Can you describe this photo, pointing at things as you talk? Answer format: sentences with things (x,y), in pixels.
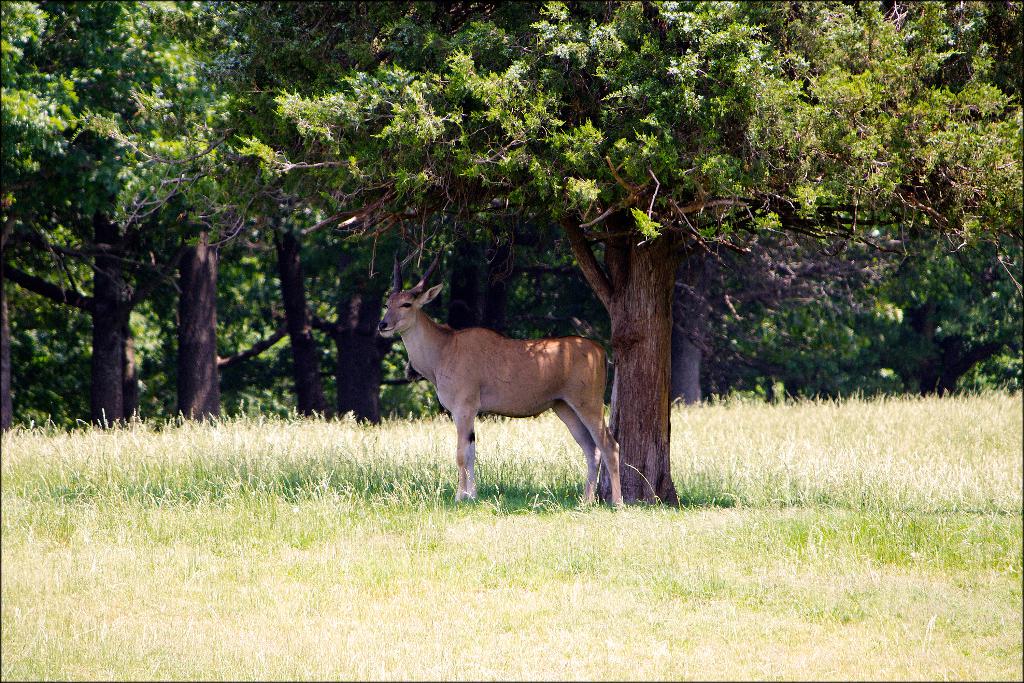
In this picture I can see an animal (508,412) and I can see trees (524,200) and grass (427,501) on the ground (397,551).
